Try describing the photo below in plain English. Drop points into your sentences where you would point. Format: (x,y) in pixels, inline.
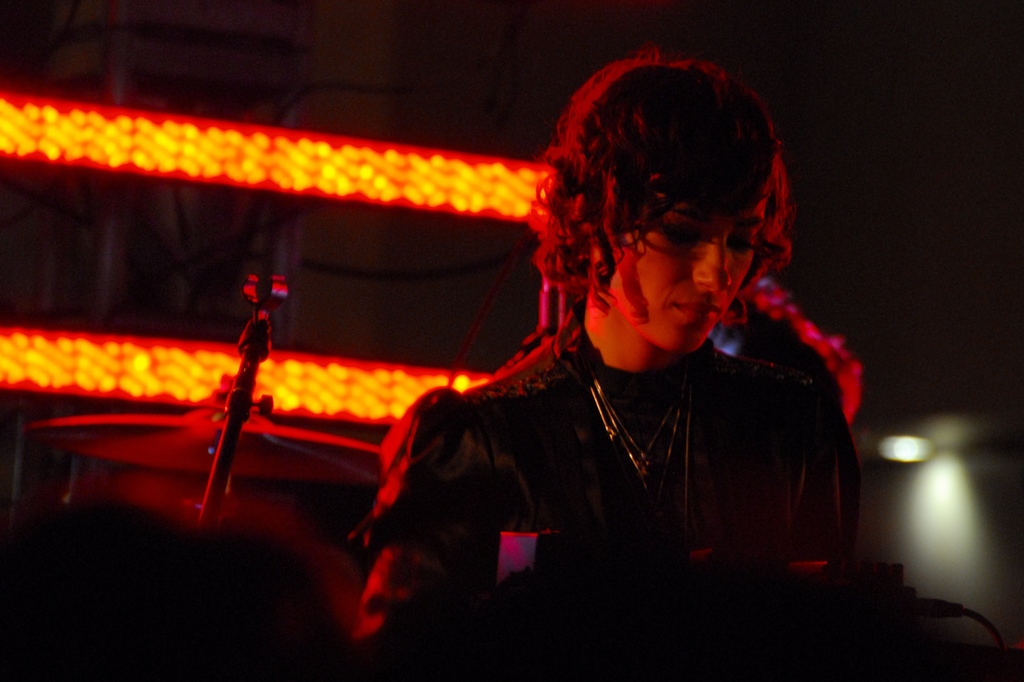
In this image I can see the person (488,536). In the background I can see few musical instruments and I can also see few lights (430,171).
